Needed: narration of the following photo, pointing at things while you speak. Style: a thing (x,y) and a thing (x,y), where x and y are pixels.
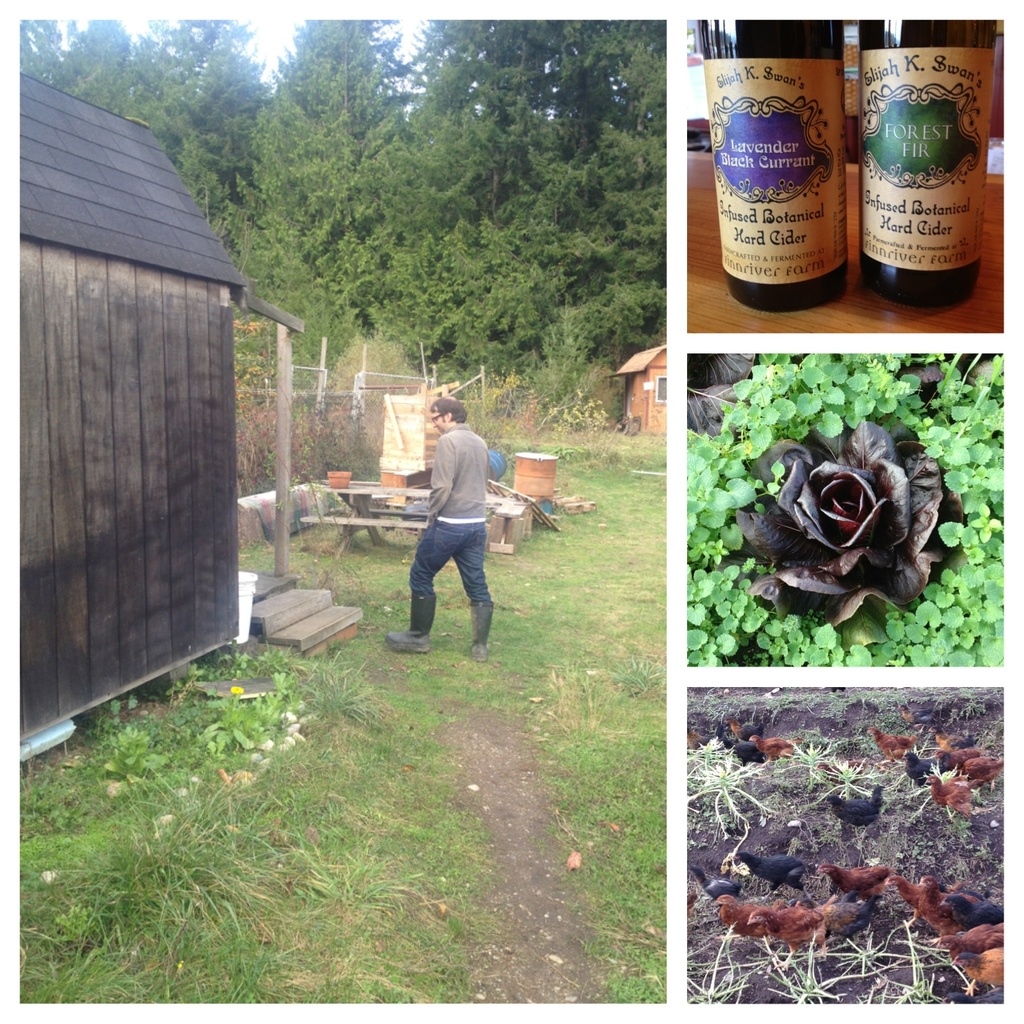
This is the collage. In the first image we can see a man (438,500) is standing on the grassy land (394,758). He is wearing the jacket (462,487) and jeans (422,590). There is a wooden house (202,429) on the left side of the image (137,514). Behind the man (475,476), we can see poles (285,447), plants (334,430), barrel (529,485), wooden object (446,395) and trees (390,150). In the second image, we can see two bottles (827,199) on the wooden surface (701,227). In the third image, we can see a flower (869,554) and leaves (757,481). In the fourth image, we can see so many hens (871,797) on the land (915,932).
